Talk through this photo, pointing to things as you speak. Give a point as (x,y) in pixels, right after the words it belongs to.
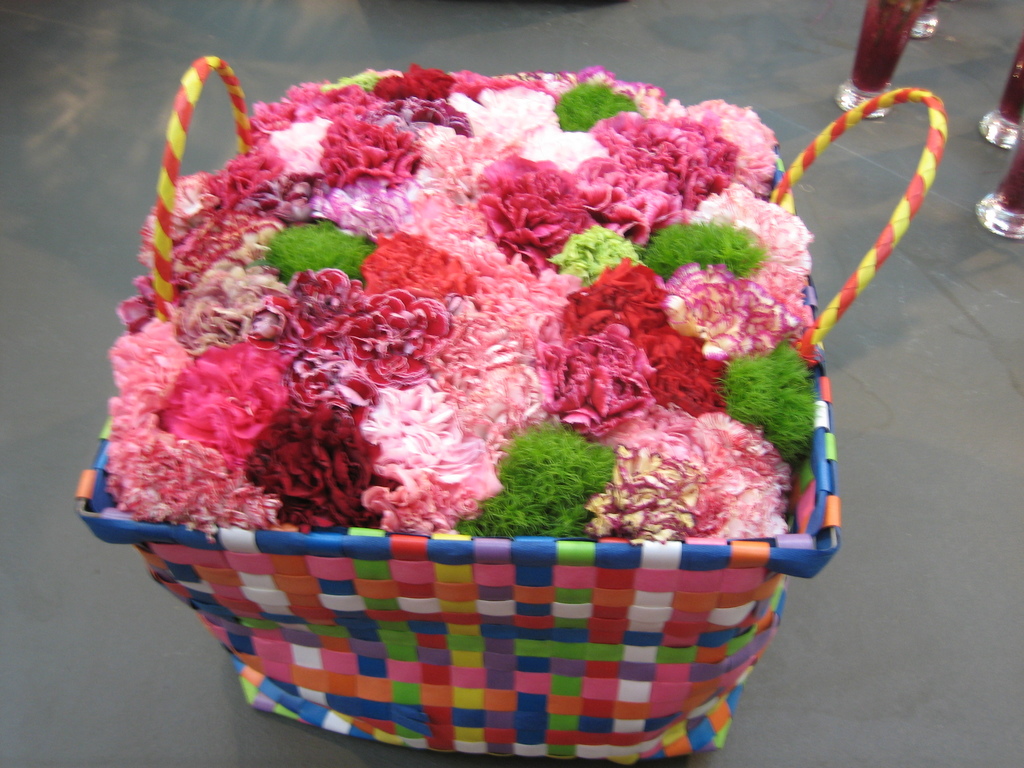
In this image I can see the flowers (401,367) which are in pink, red, maroon and green color. These are in the colorful bag (568,606). To the side I can see some objects (892,9) which are in white and brown color. These are on the grey color surface (890,700).
